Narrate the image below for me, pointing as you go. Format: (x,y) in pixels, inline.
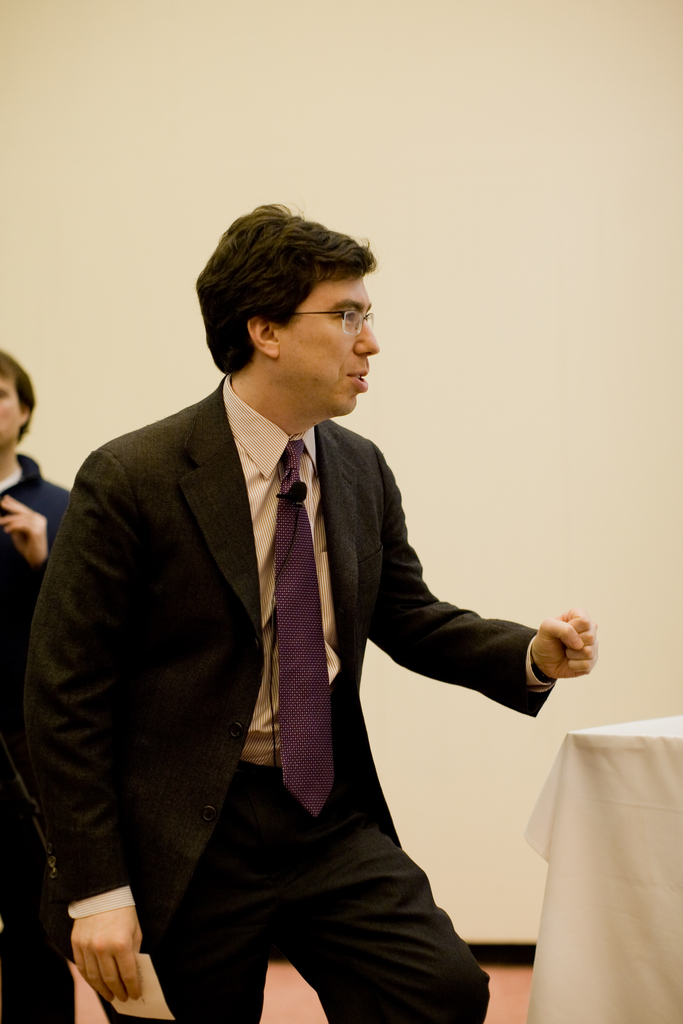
In this image we can see two persons (294,366) standing, among them, one person (341,322) is wearing spectacles (348,327) and holding a piece of paper (147,965), there is a table (612,733) covered with the white color cloth (622,750) and in the background (418,241) we can see the wall (421,126).
